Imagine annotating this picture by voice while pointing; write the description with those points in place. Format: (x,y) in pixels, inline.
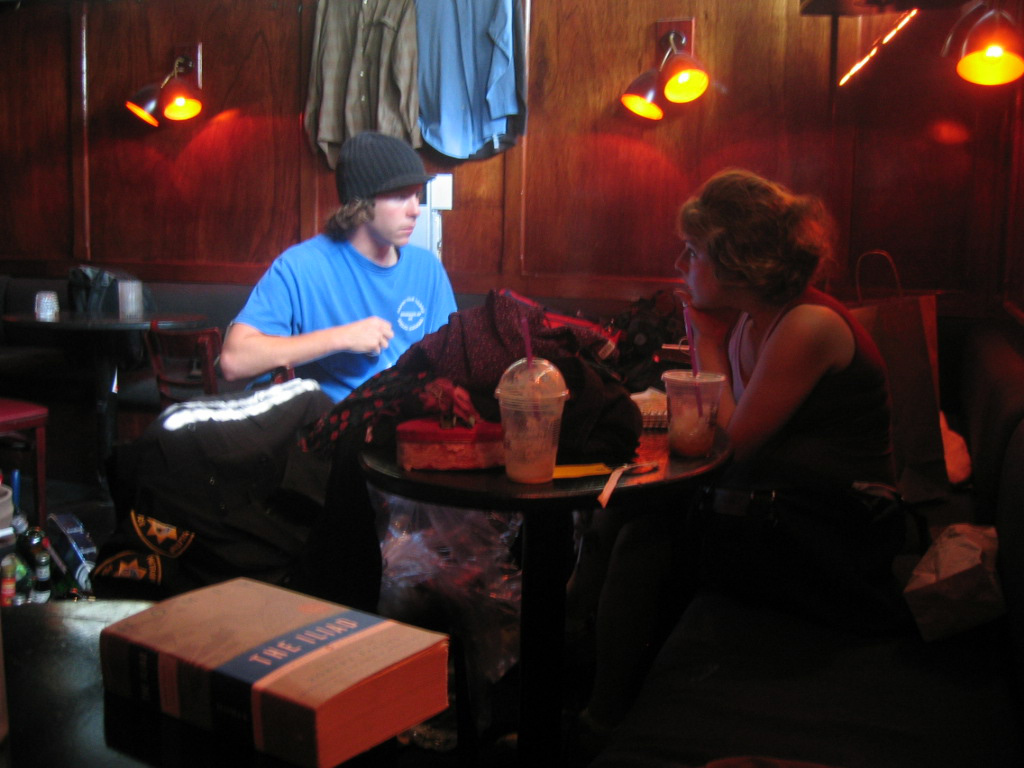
A man (366,258) is sitting he wore a blue color t-shirt (390,280), in the right side (833,529) a beautiful girl (830,517) is sitting. She wore a t-shirt (735,471), there are food items (694,380) on this table (641,436).
